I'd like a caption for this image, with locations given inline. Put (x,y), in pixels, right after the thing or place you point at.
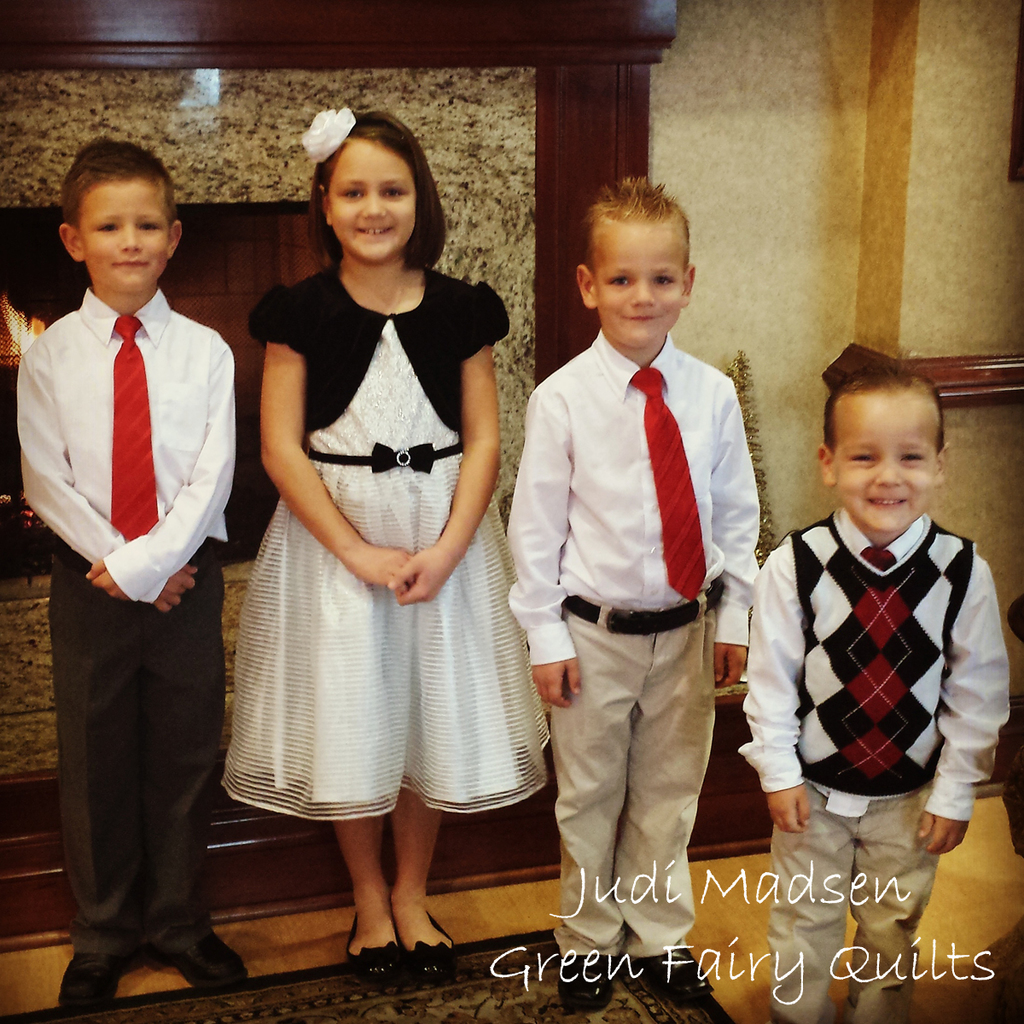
In this image there are three boys (183,519) and a girl (379,588) standing, there is a mat (465,995) on the floor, there is text (765,898) towards the bottom of the image (705,949), there is a fireplace (225,326), there is the wall (691,96).
